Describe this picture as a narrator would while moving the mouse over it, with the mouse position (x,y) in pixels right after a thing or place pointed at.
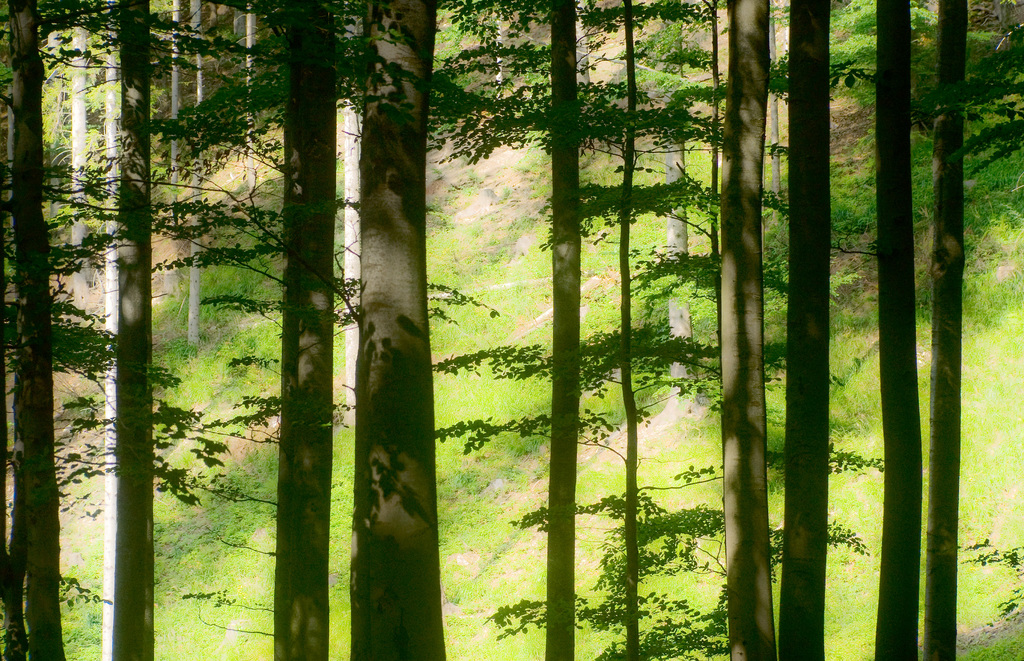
In the image we can see some trees (938,631) and grass (640,302).
